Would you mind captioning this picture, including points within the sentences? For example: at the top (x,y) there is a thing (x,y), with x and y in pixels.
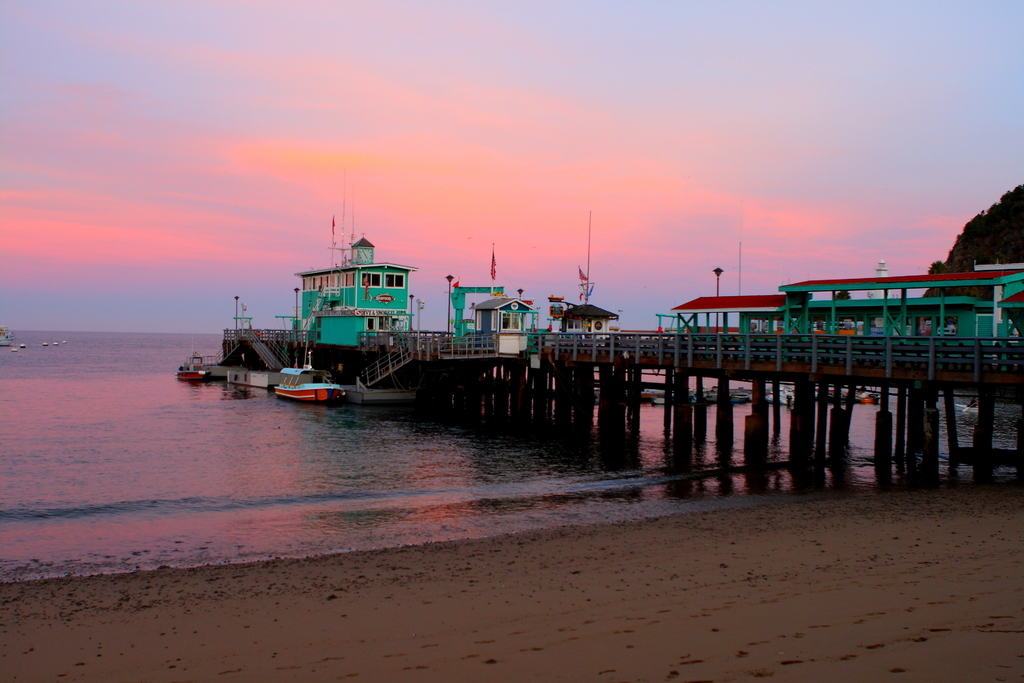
In this image we can see a bridge (440,390) containing group of buildings (333,323) on it. To the left side of the image (331,408) we can see some boats (304,396) on water (45,420) and in the background (965,261) we can see mountain (1018,194) and cloudy sky (377,160).
